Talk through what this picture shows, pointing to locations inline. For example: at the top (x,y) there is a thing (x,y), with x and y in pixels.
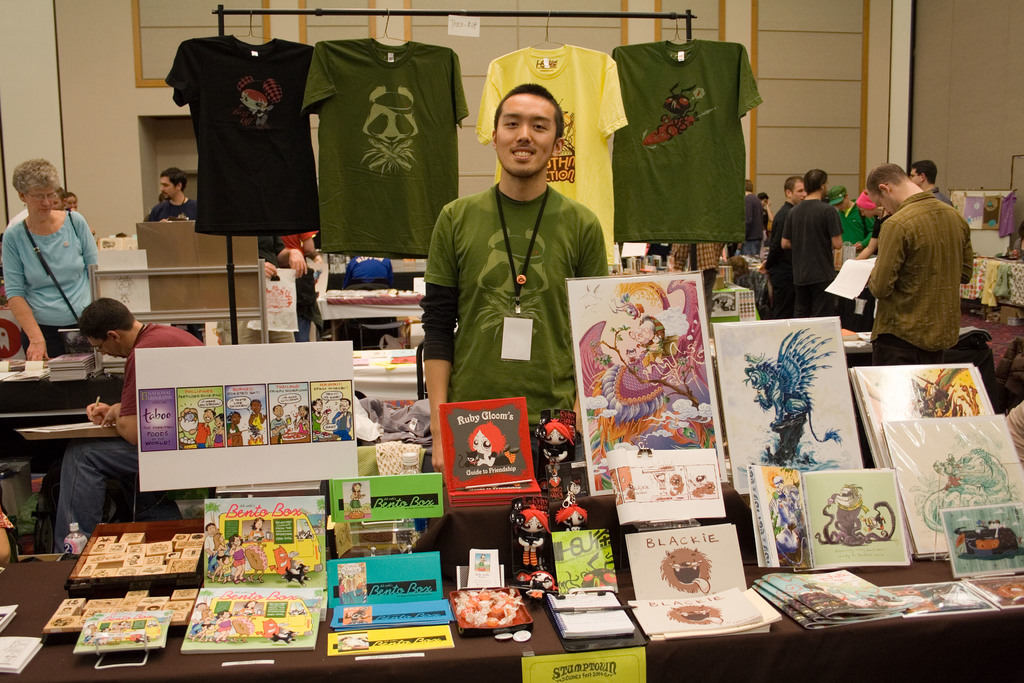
In this image there is a table (774,673) towards the bottom of the image (809,669), there are objects (602,541) on the table (848,651), there are group of persons (519,198) standing, there is a man (130,407) sitting, he is holding an object (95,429), there is a woman (62,277) standing, there are four T-shirts (400,134), at the background of the image (480,186) there is the wall (884,99).
